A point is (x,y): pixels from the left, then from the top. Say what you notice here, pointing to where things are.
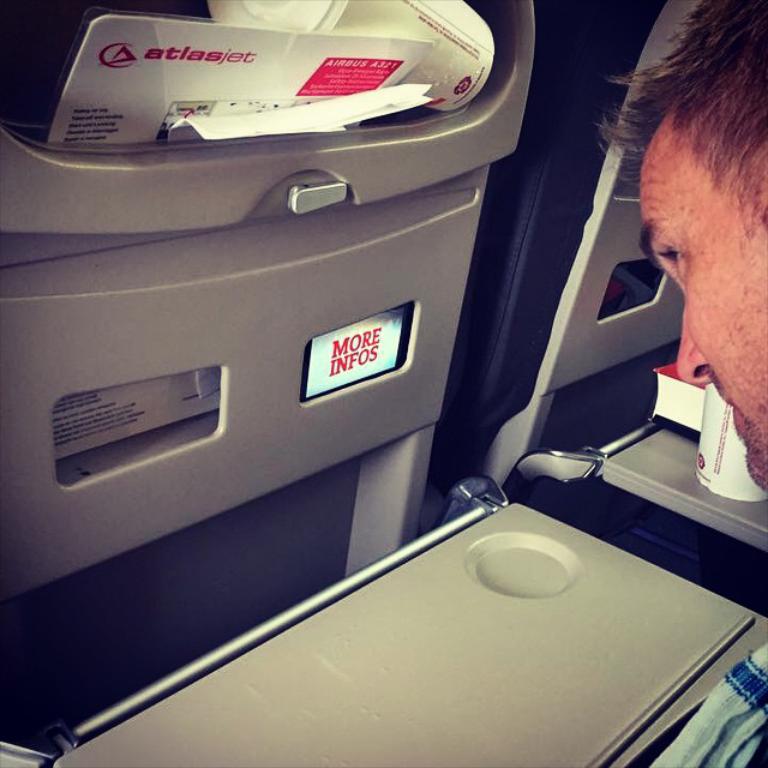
This is a zoomed in picture. On the right (677,175) there is a person (738,379). In the center (398,450) we can see some devices (388,309) and we can see some other objects (679,419).
